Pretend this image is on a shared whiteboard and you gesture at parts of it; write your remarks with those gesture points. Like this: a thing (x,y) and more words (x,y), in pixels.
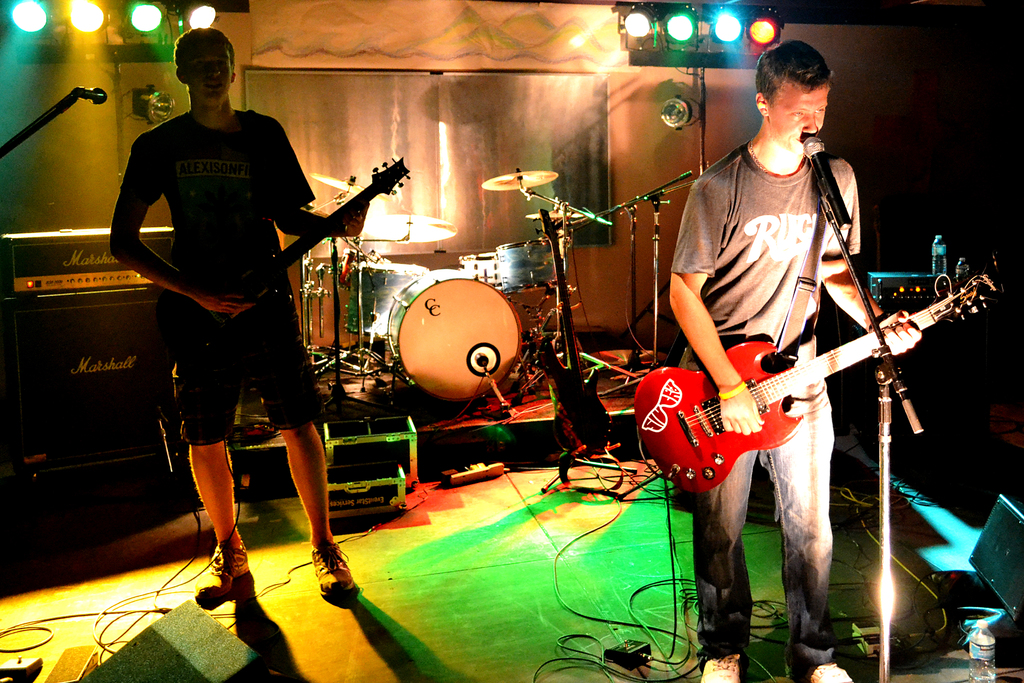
In the image we can see there are people (762,421) who are standing and holding guitar (231,269) in their hand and at the back (468,320) there are other musical instruments (415,344).
